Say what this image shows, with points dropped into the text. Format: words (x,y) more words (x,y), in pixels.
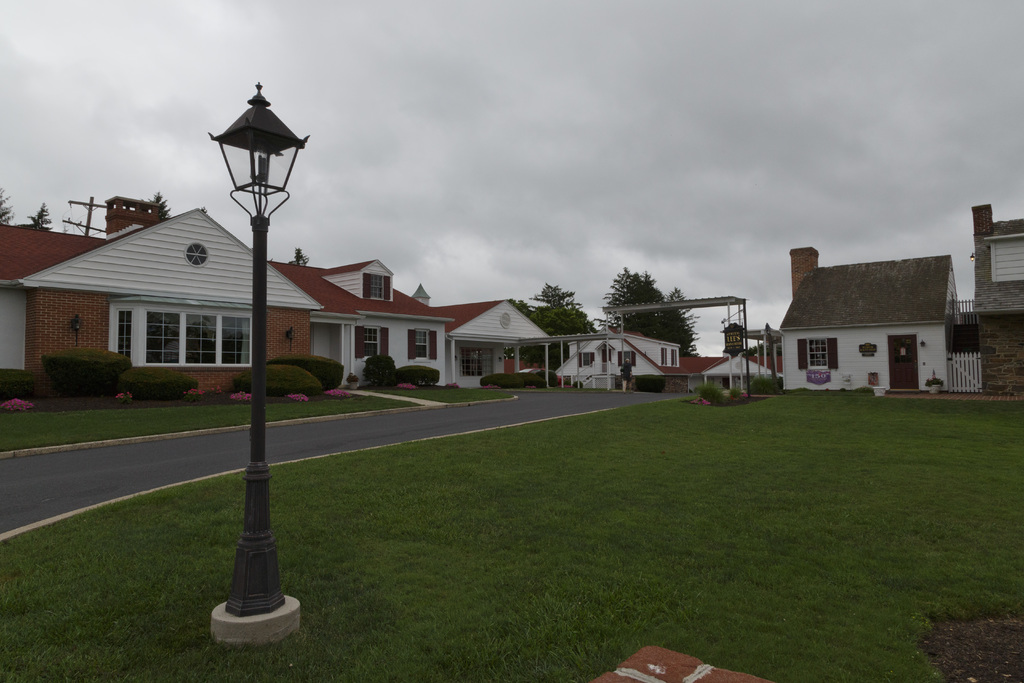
In the foreground of this image (250,366), there is a pole (250,144) on the grass (433,617). In the background (436,431), there is a road (414,423), shrubs (387,372), houses (952,319), trees (573,322) and the sky (658,118).
